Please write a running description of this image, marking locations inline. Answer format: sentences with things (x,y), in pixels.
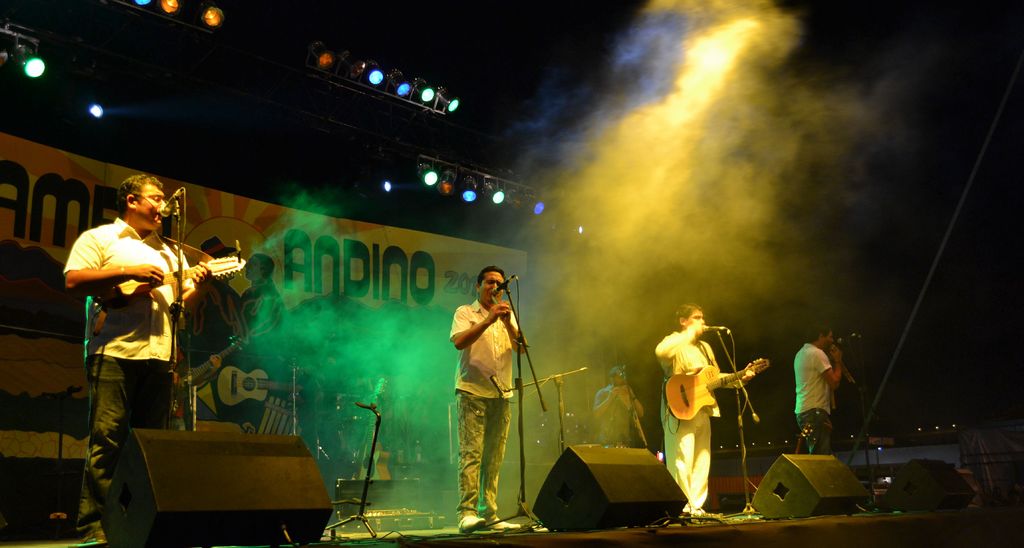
In this picture we can see five persons (92,538) are standing on the stage (665,536). They are playing guitar (682,389). And he is singing on the mike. On the background (425,307) we can see a banner (333,269). And these are the lights (495,190).
